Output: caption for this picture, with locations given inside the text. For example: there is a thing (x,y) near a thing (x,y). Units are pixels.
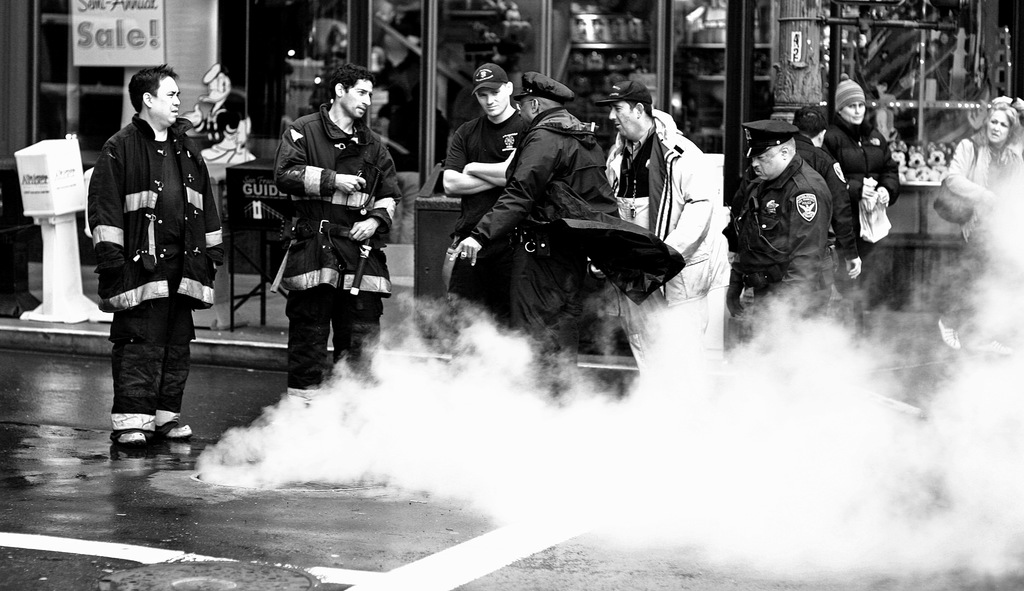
This is a black and white image where we can see these persons (374,307) are standing on the road (54,438). Here we can see smoke (984,338) and in the background (113,10), we can see the store (1021,29) with glass doors (271,57) and board (129,14) here.
